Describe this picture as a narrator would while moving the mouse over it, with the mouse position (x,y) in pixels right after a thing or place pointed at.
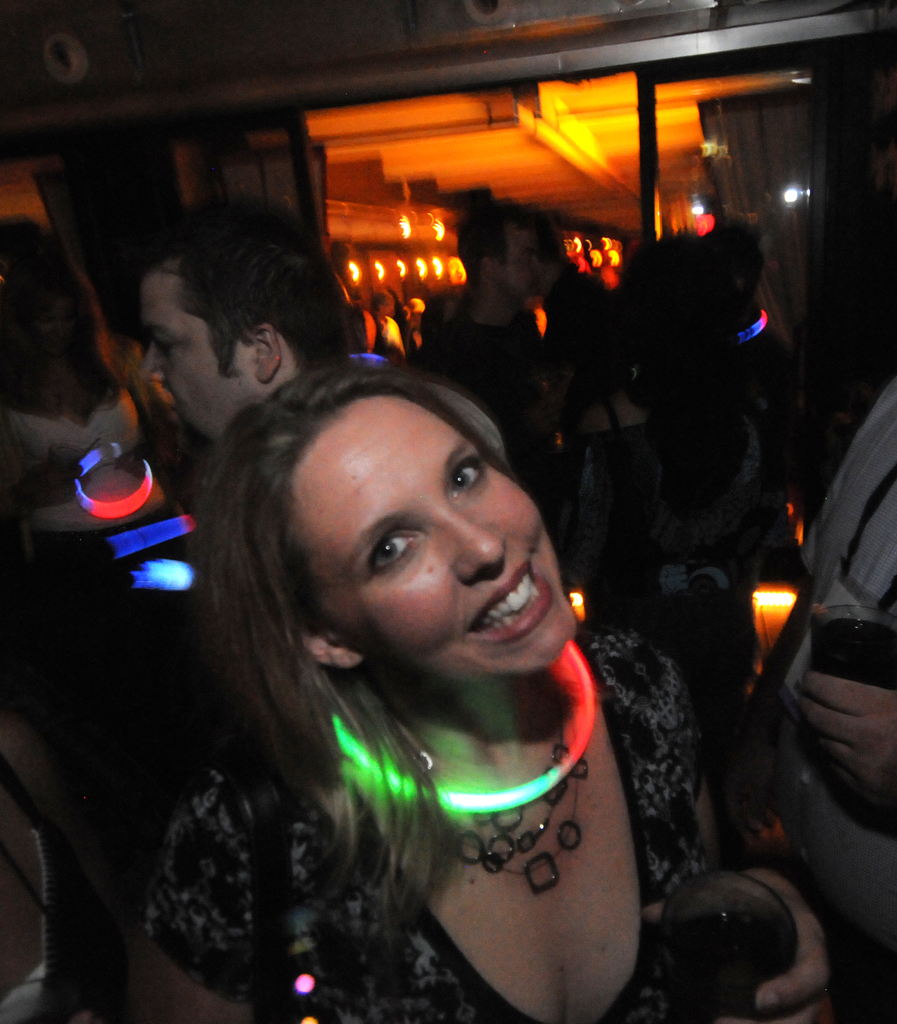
In this image I can see a woman (554,733) is smiling, she wore light band (577,741) around her neck (548,698) and black color top (416,1017). On the left side (262,294) two persons (222,409) are there, on the right side (853,741) there is a person (863,688) holding the wine glass (890,665) in his hand (834,680). At the top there are lights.
